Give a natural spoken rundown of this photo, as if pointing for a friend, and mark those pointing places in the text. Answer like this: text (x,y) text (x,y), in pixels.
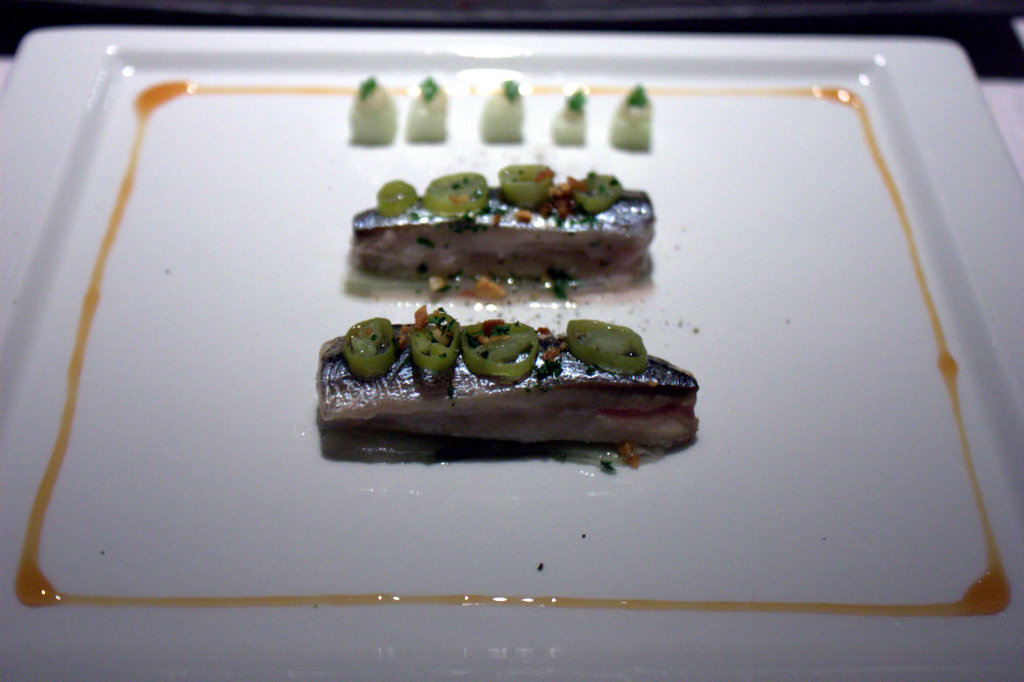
In this picture I can see a white color plate (186,127) in front (1003,370) and in the plate (241,273), I can see food (559,189) which is of white, green and brown color.
